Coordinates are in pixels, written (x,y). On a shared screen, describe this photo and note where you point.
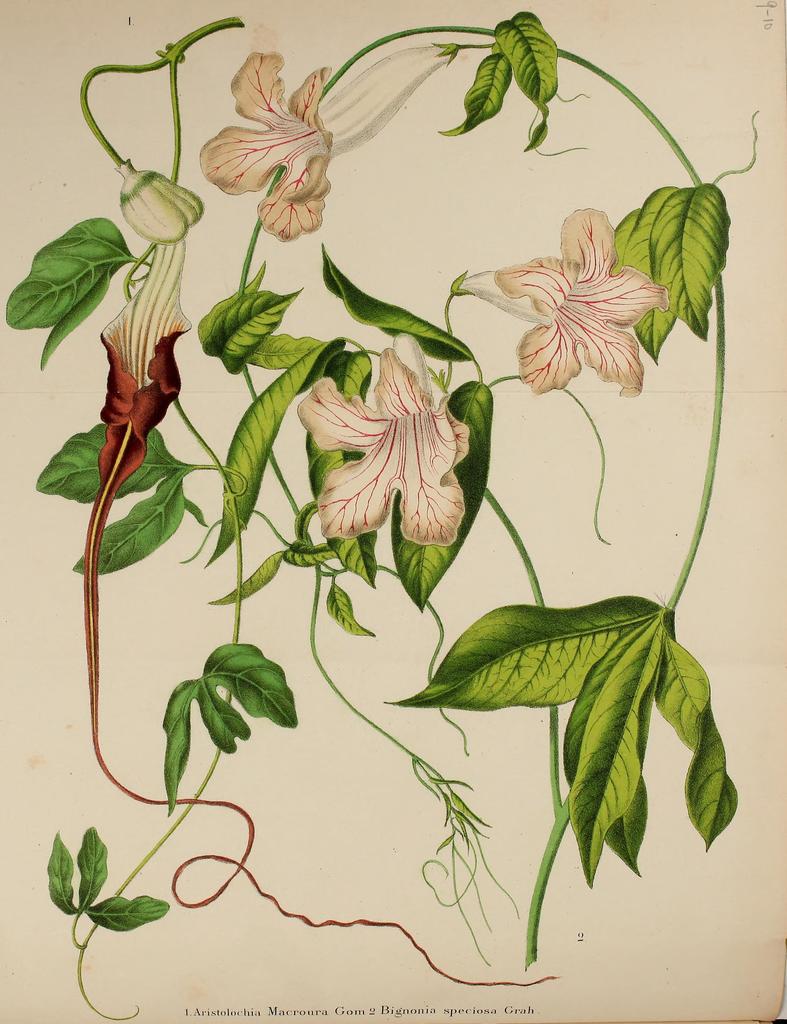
This is a painting and in this painting we can see flowers (444,56) and leaves (398,315).
